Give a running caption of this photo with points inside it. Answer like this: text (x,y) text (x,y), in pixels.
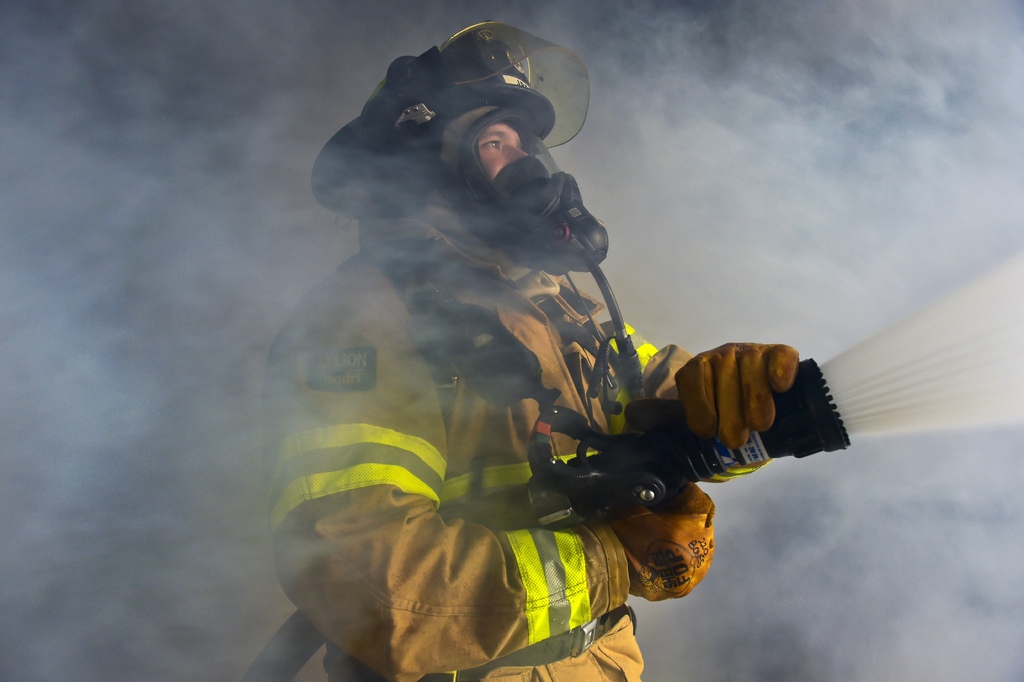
There is a person (452,510) wearing a mask (528,226), helmet (347,186) and gloves (758,417) is holding a pipe (648,444) and spraying water (834,365). There is smoke (878,553).
